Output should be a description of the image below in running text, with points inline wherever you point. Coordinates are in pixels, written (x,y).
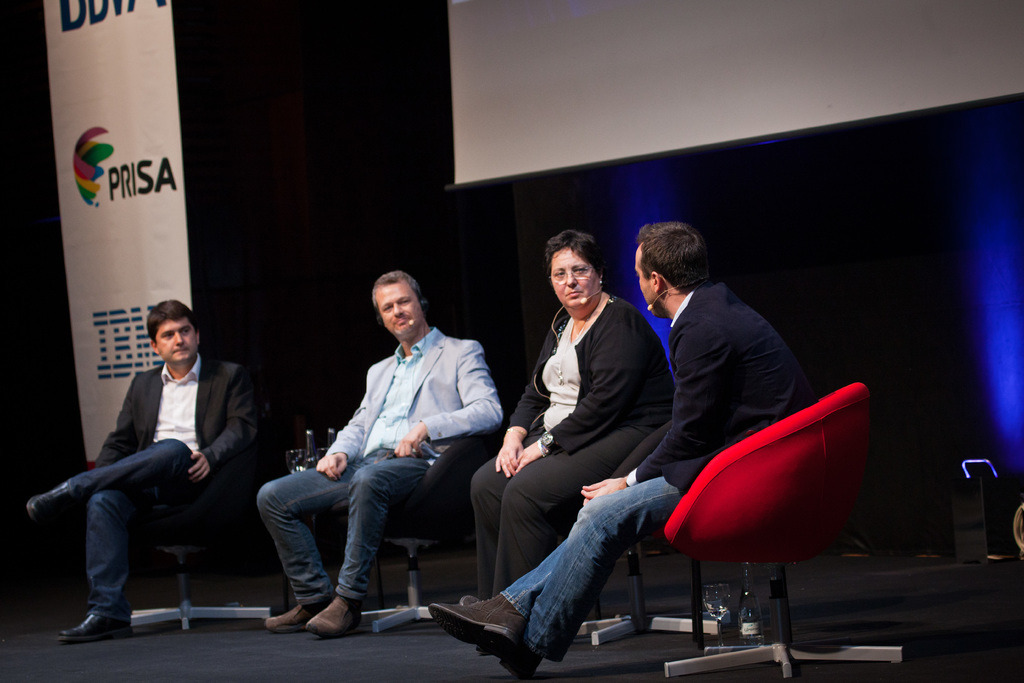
In this image we can see three men (401,408) and one woman (575,465) sitting on the chairs (782,459). In the background (142,170) we can see a banner (137,130) and also the screen (505,113) and the curtain (667,208). At the bottom (265,644) there is stage (455,666) and also a glass (712,610) and a bottle (743,587).
